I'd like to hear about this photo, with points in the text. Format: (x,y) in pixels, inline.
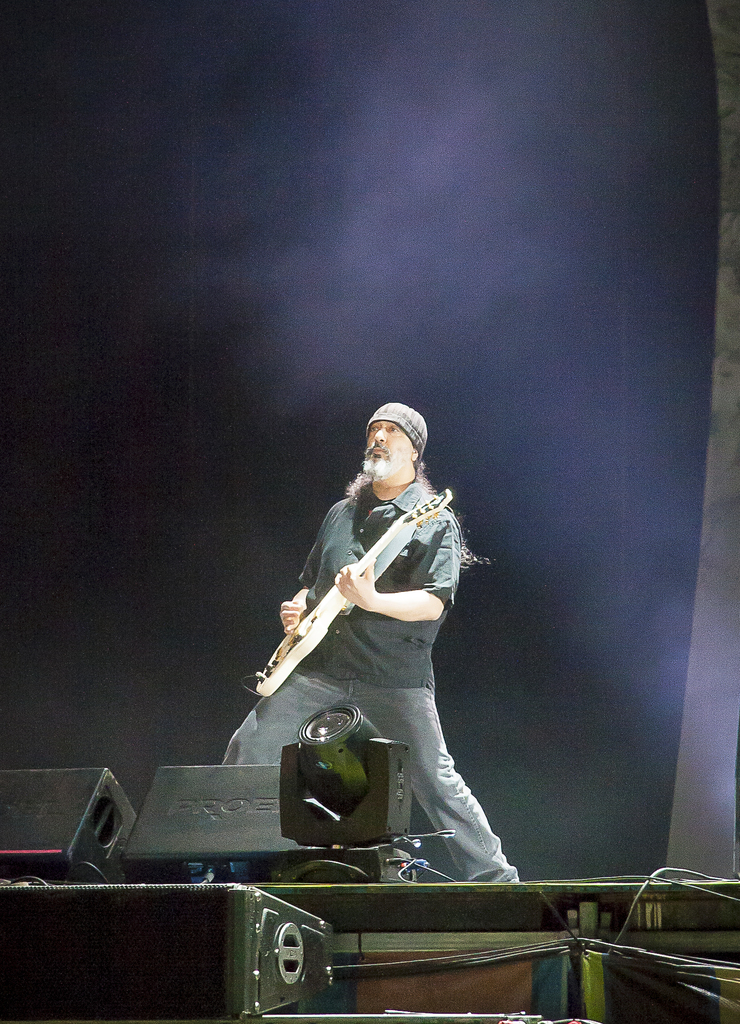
In this image i can see a person (369,623) standing and holding a guitar (297,646), and i can see a light (337,759).
